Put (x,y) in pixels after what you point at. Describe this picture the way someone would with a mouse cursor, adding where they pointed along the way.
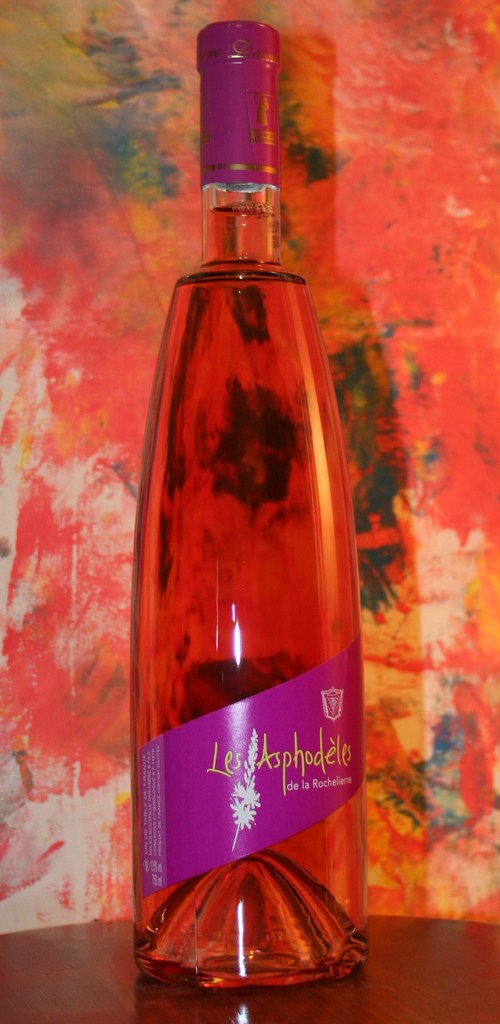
In this image i can see a bottle (173,375) and at the background of the image (126,447) there is a painting (42,514).
